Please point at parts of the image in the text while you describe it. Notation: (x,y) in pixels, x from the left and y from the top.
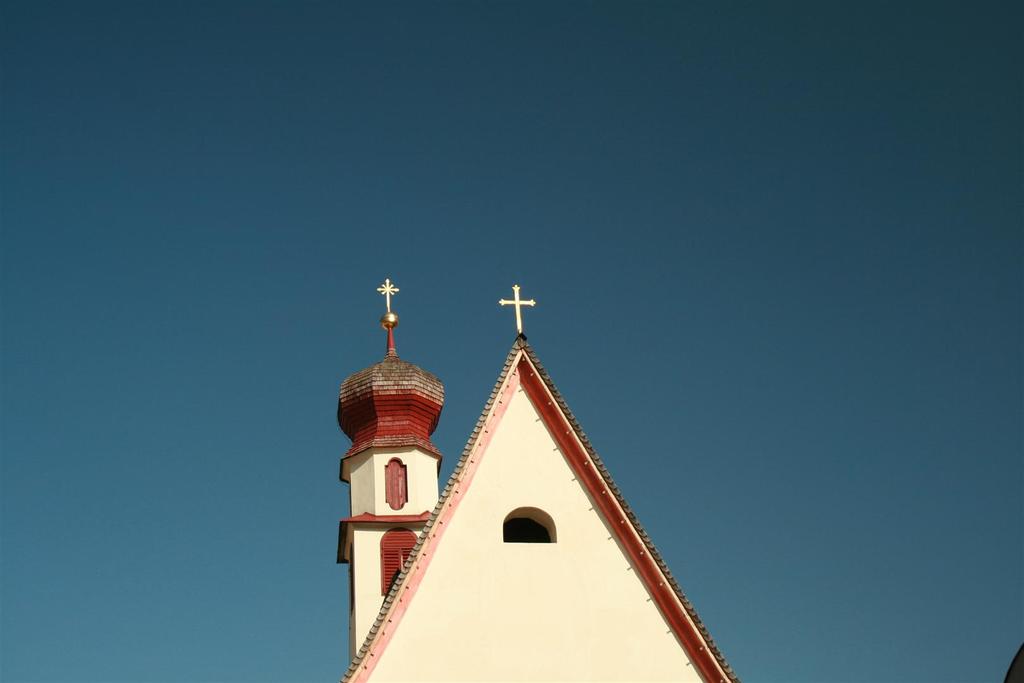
In this image we can see the top view of the church (468,549). In the background (256,321) we can see the sky (801,385).
